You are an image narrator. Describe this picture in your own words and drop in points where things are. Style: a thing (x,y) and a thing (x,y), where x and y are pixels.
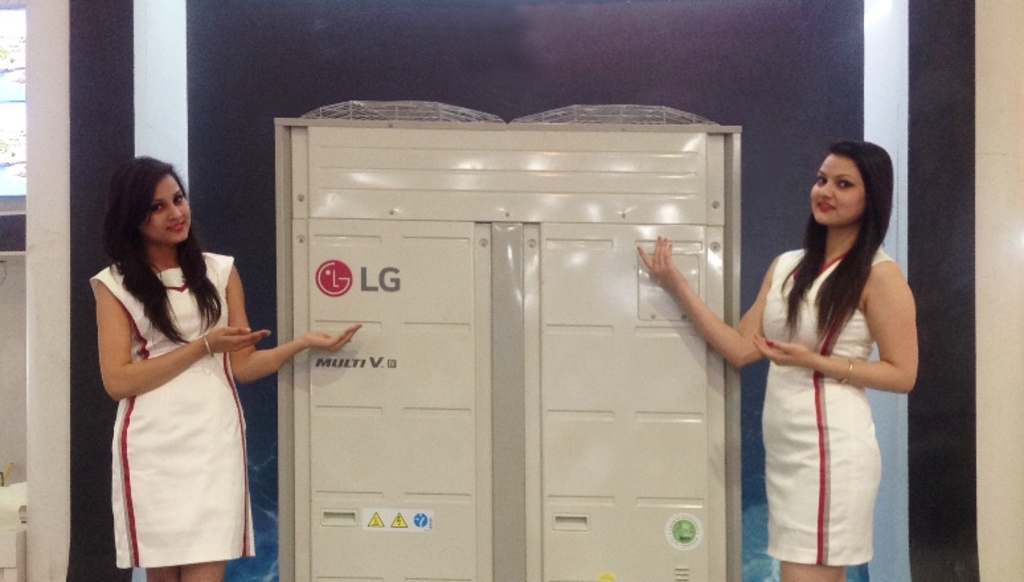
In this image, we can see two women (780,448) standing and there is a LG object (450,356), in the background (58,524) we can see a wall (660,66).
